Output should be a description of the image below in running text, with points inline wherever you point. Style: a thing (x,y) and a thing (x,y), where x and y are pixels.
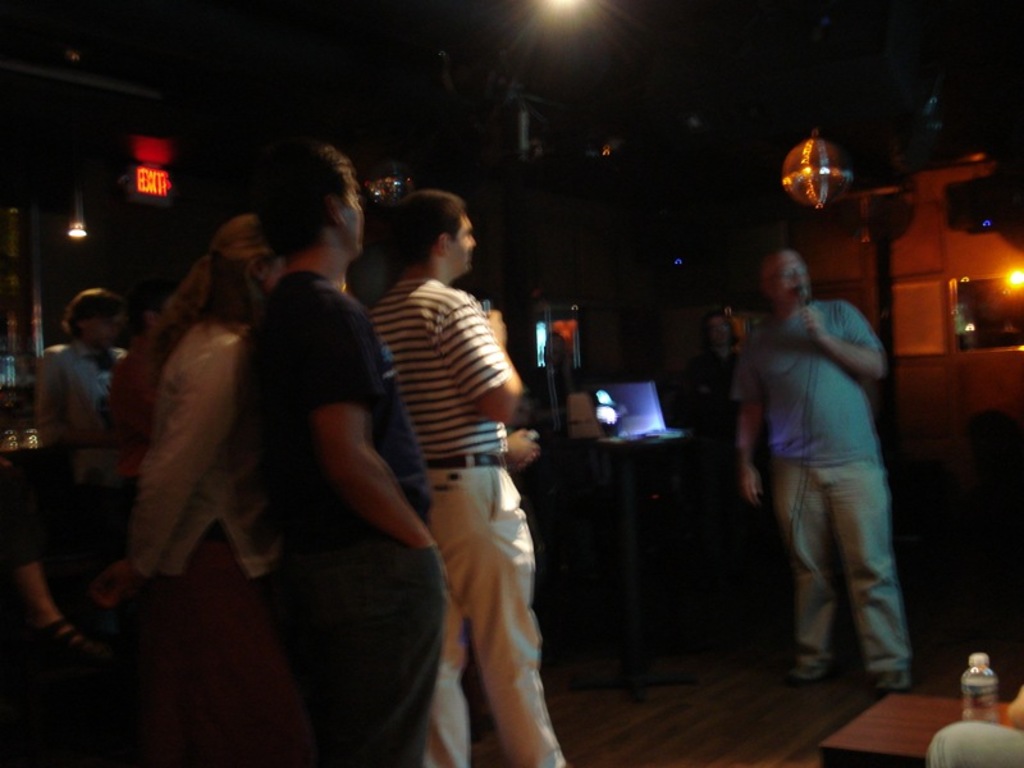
This picture seems to be clicked inside the hall (5,736). On the left (160,376) we can see the group of persons (420,581). On the right (813,377) we can see a person (821,360) standing and holding an object (804,302) and we can see the lights (548,0), bottle (961,683) and some other objects (630,409), we can see many other objects (648,413) in the background (657,243).
